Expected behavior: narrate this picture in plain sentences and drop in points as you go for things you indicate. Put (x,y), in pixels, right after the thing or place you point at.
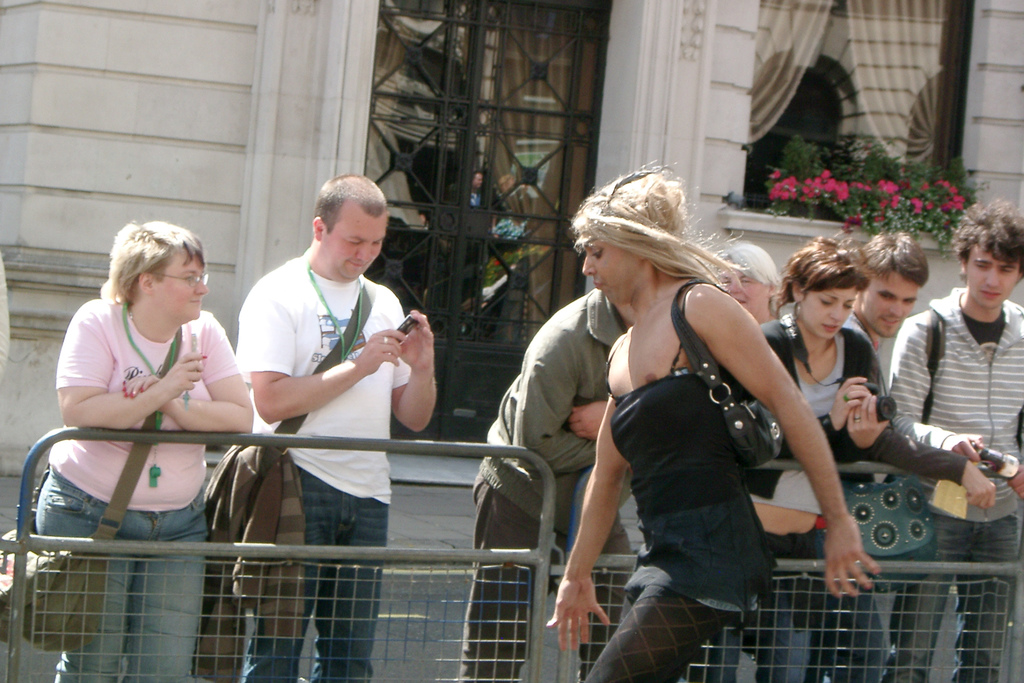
In the image there is a person (666,412) in black dress (681,546) and handbag (774,428) walking, he had blond hair (666,221) and behind him there are many people (347,390) standing behind fence (157,439) with cell phones (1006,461) and cameras (879,405) in their hands (854,431) and in the background (340,96) there is a building (547,101) with door (563,129), window (776,54) and flower plants (863,184) in front of it.
